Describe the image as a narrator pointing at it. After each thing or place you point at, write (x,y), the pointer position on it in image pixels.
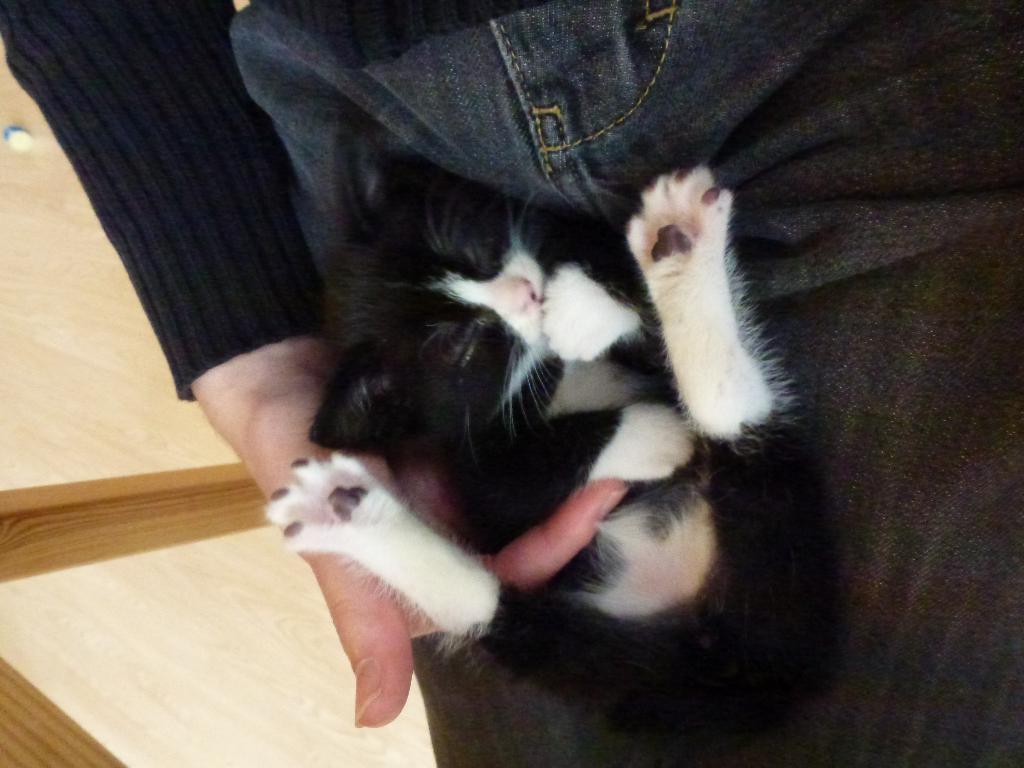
In this image we can see a black and white color kitten (610,542) is in the lap (907,460) of a person (933,438).
